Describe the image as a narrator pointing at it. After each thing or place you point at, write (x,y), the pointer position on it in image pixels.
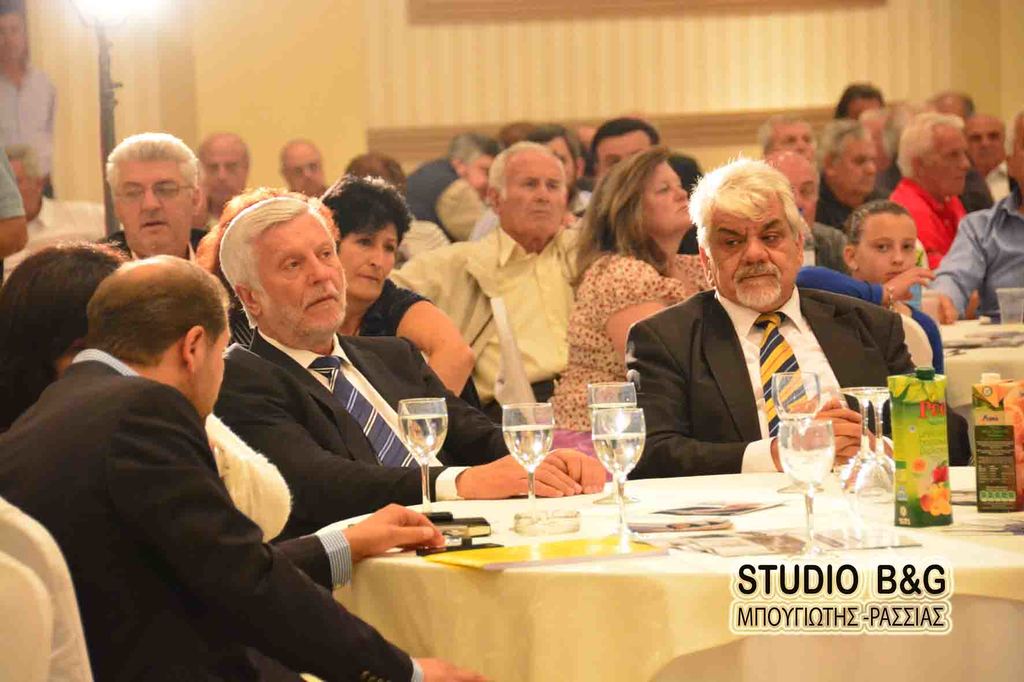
In this image we can see persons (393,367) sitting on the chairs (500,314) and tables (695,495) are placed in front of them. On the tables (709,490) there are wine glasses (612,454), printed cards (557,548) and juice cartons (978,442).
